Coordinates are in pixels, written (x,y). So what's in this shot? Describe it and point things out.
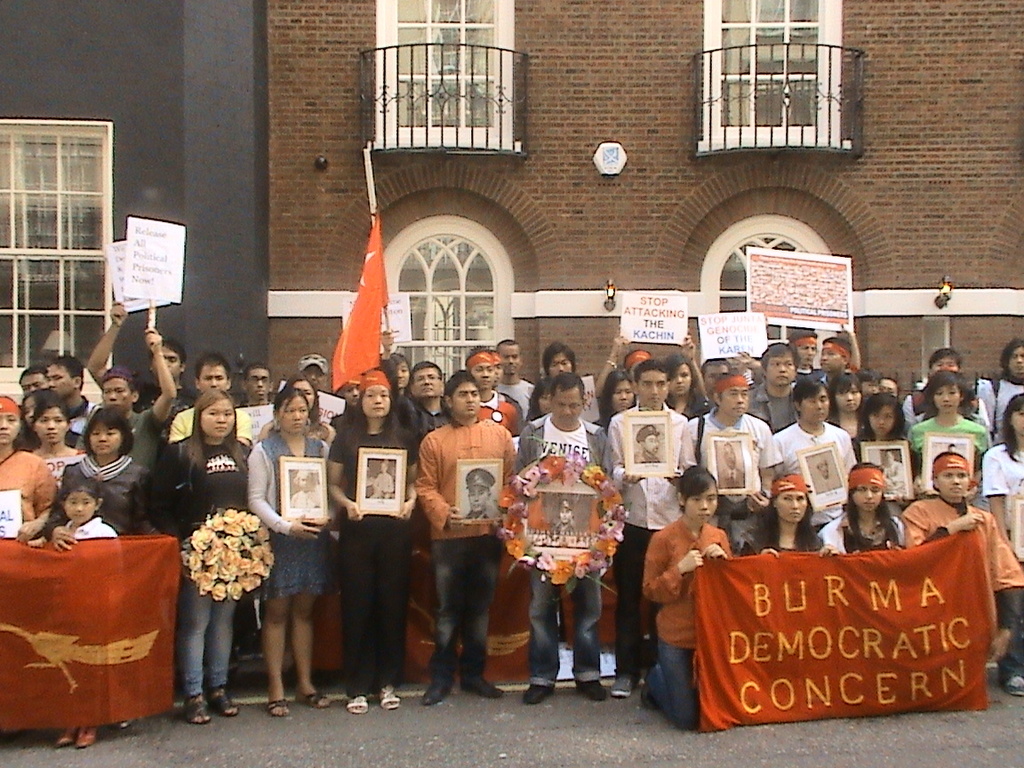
In this image, we can see people (401,445) and are holding banners (769,639), boards (754,461) and bouquets (581,576). In the background (469,134), there is a building (599,87) and we can see windows (400,85) and railings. At the bottom (441,731), there is a road (400,729).
